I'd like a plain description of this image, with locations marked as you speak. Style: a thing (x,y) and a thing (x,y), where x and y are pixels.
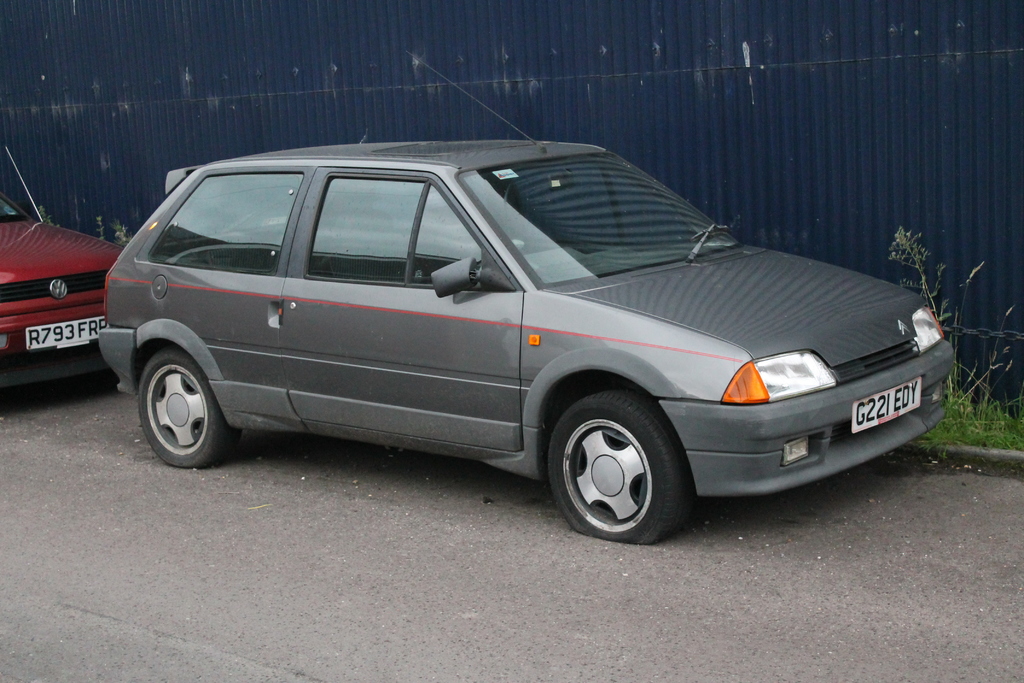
There is gray color vehicle (595,300) parked on road (513,512) near a red color vehicle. Beside these, there's grass (1005,412) on the ground (984,412) near blue color wall (349,45).
